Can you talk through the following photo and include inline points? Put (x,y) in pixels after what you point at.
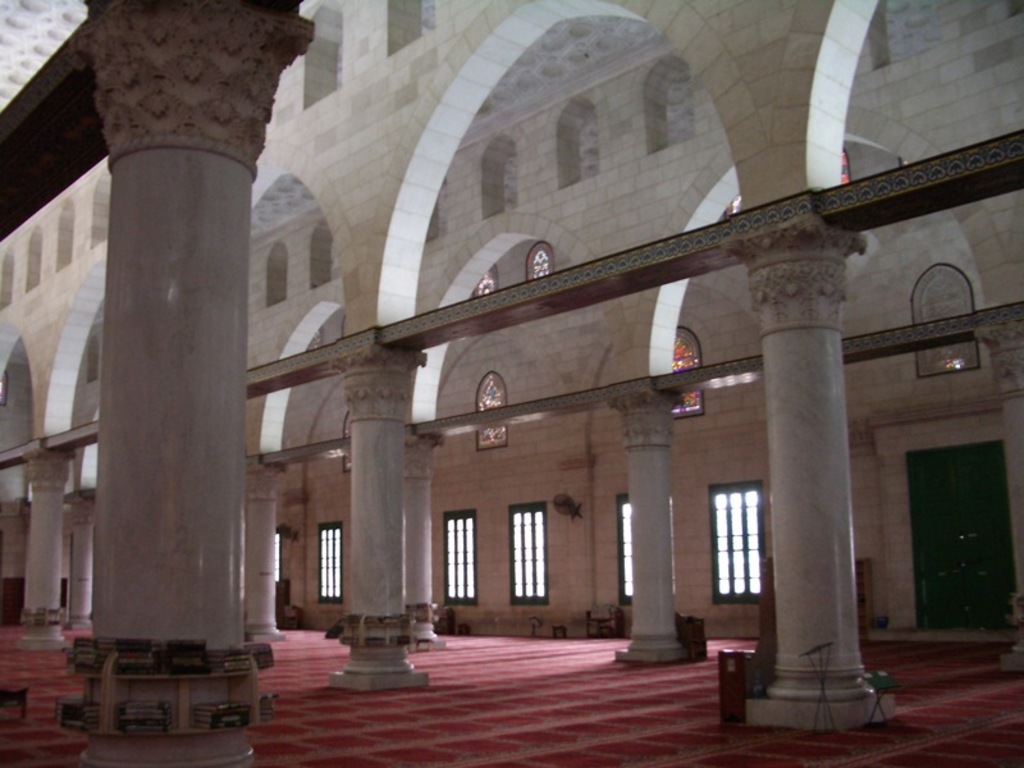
This image is taken inside the building (534,483), where we can see there are pillars (417,440) in the middle (639,443). At the top (400,150) there are walls (550,155). In the background (748,540) there are windows (464,541). On the right side (970,525) there is a door (955,571). At the bottom (487,736) there is floor (480,724).
